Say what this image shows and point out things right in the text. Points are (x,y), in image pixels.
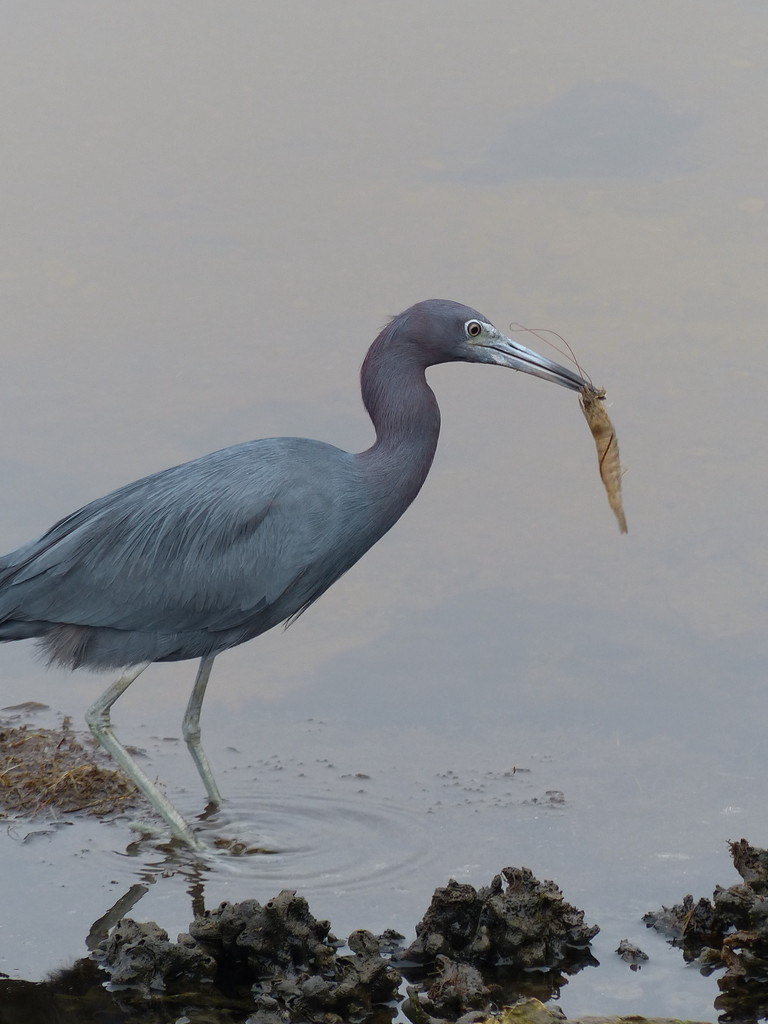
In this image in the center (344,469) there is one heron (403,395) and the heron (383,401) is holding a shrimp (595,400), at the bottom (248,812) there is water (157,864) and there are some grass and small stones (465,917).
